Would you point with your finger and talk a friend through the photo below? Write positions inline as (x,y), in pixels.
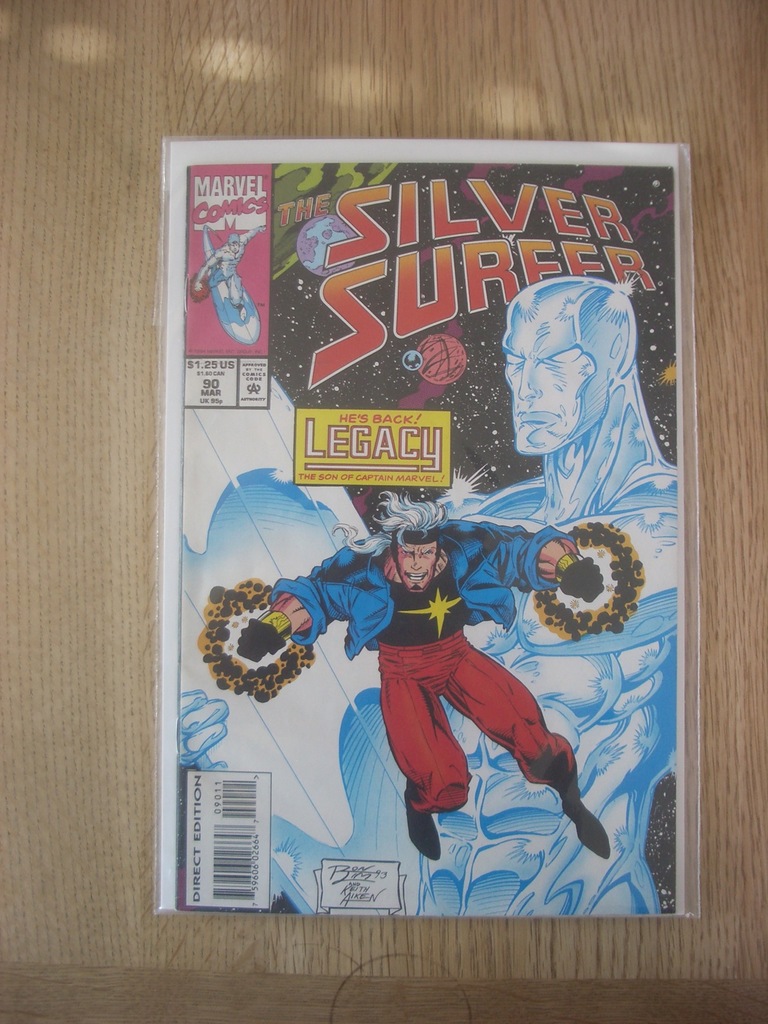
In this picture we can see poster (534,694) on the wooden surface (320,41), in this poster (417,310) we can see people (588,334) and text (349,242).
